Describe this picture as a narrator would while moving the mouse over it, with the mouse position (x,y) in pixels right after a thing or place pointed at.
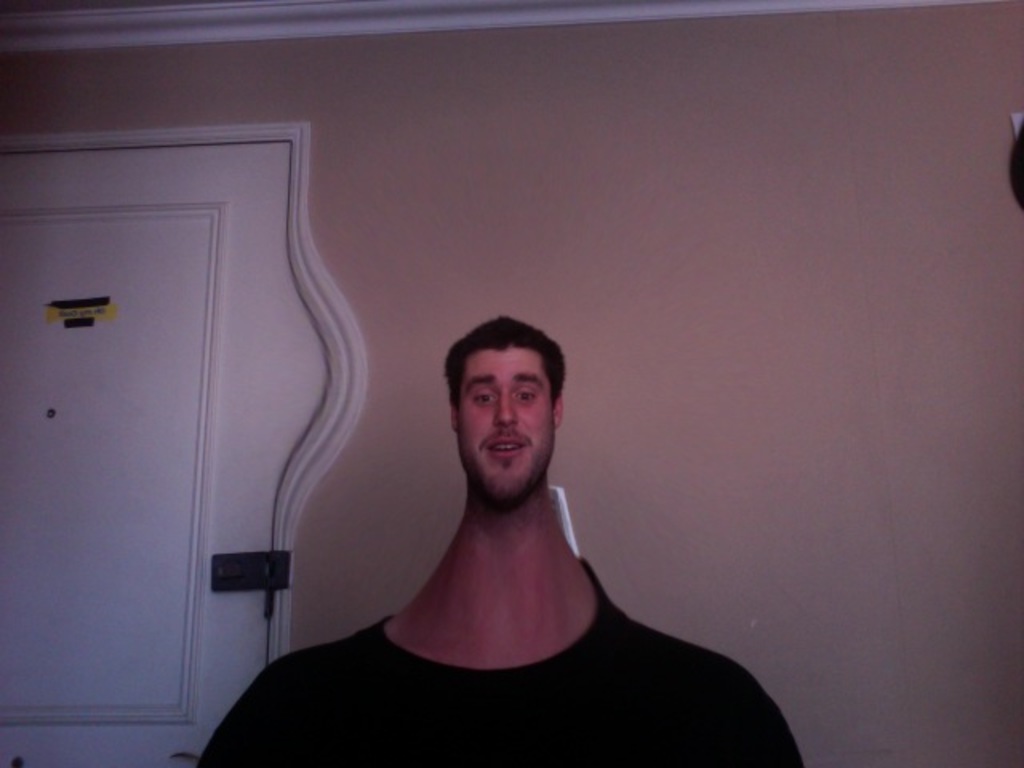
In this image in the center (498,387) there is one person (458,556) who is wearing a black t-shirt (368,653), and on the left side (169,281) there is a door (197,232) and in the background (738,122) there is wall (908,463).
